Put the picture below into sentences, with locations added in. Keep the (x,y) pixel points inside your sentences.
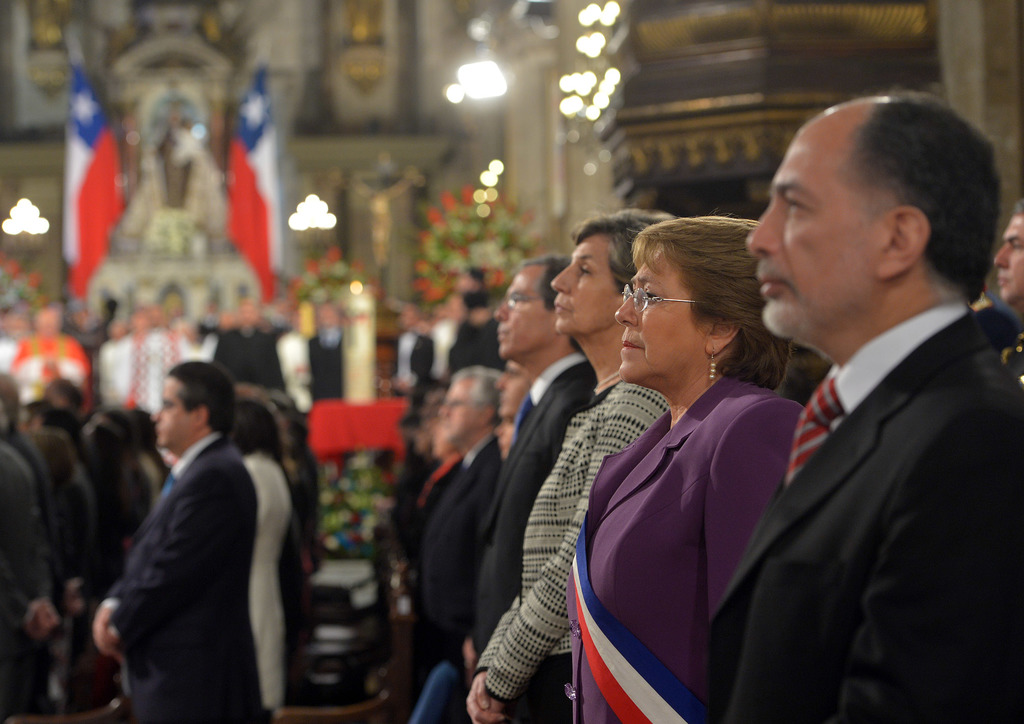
In this image I can see group of people (445,511) standing. In front (933,410) the person (952,443) is wearing black color blazer (920,401), white color shirt (870,366). In the background (321,223) I can see few flags (96,156) and few lights (568,84).
